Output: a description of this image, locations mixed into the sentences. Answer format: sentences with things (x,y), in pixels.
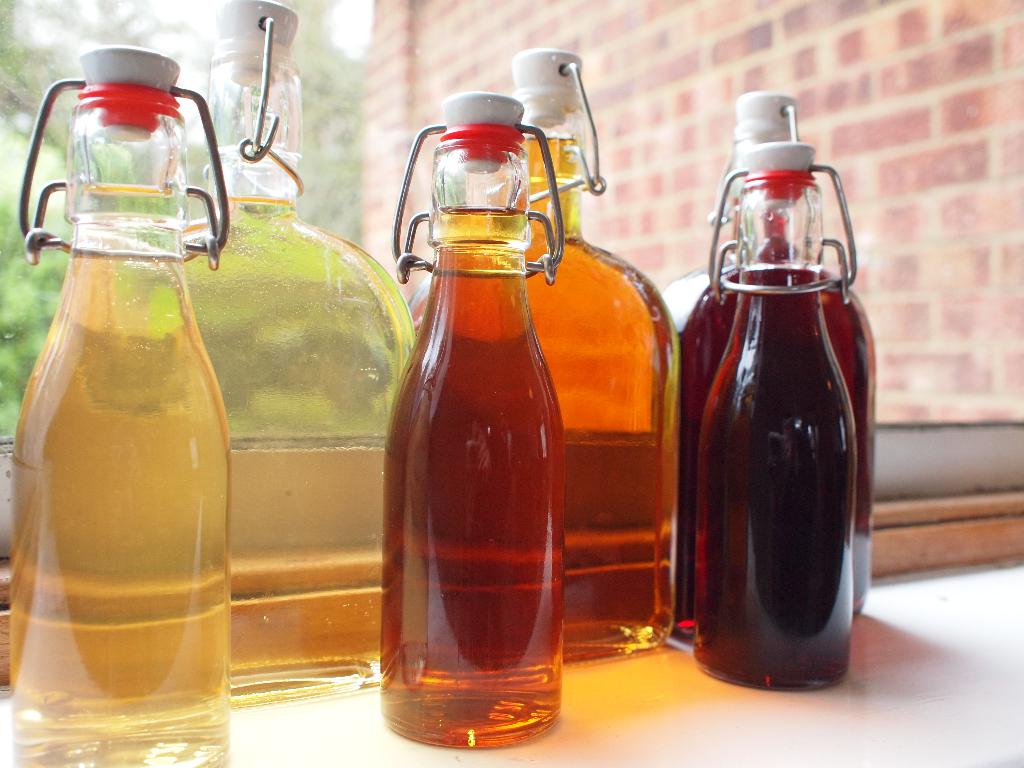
There are group of glass bottles (561,345) which has some liquid (602,385) in it is placed on a table (665,680).
